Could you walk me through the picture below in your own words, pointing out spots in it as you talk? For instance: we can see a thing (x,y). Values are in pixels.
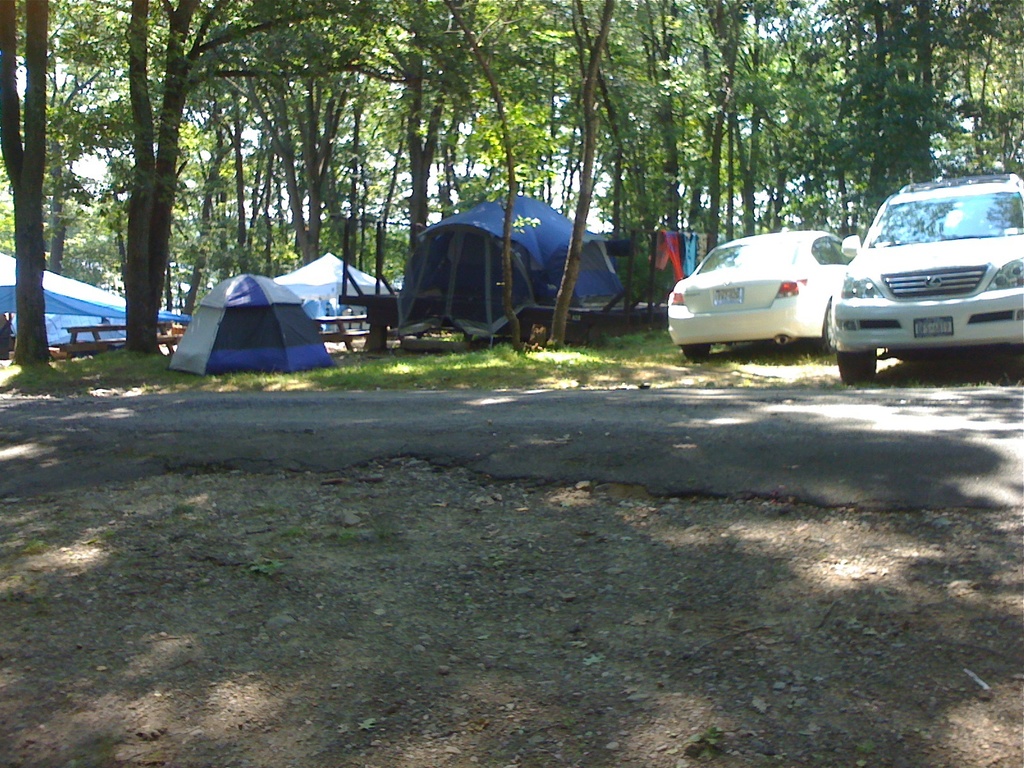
In this image we can see a road (335,466). On the ground (400,596) there are stones (589,586). On the right side (760,308) there are vehicles (796,277). Also there are tents (462,259). And there are trees (472,179).
